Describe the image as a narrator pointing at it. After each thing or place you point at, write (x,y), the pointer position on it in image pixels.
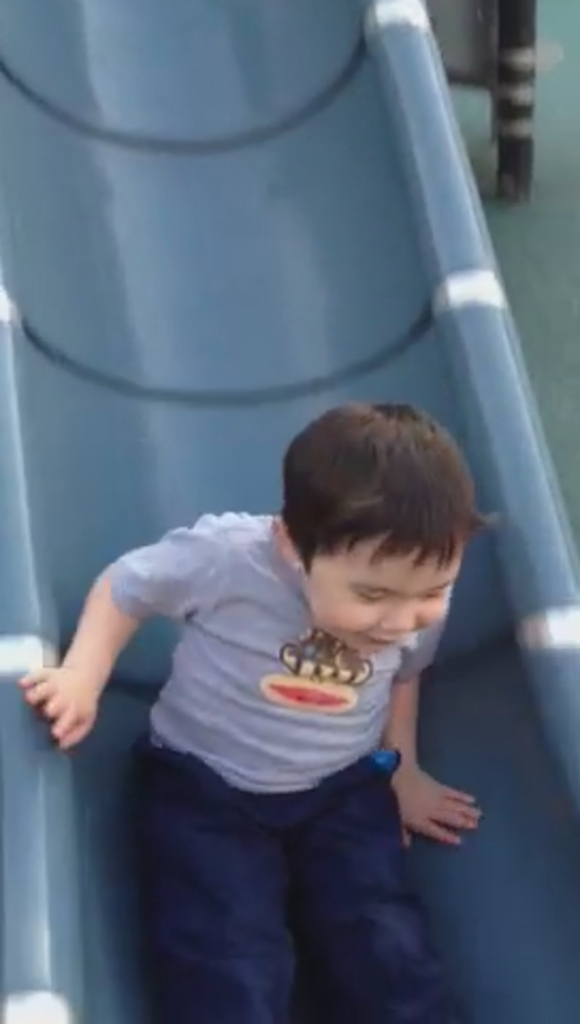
In the image there is a boy (213,607) sliding down from a slider (452,214).
